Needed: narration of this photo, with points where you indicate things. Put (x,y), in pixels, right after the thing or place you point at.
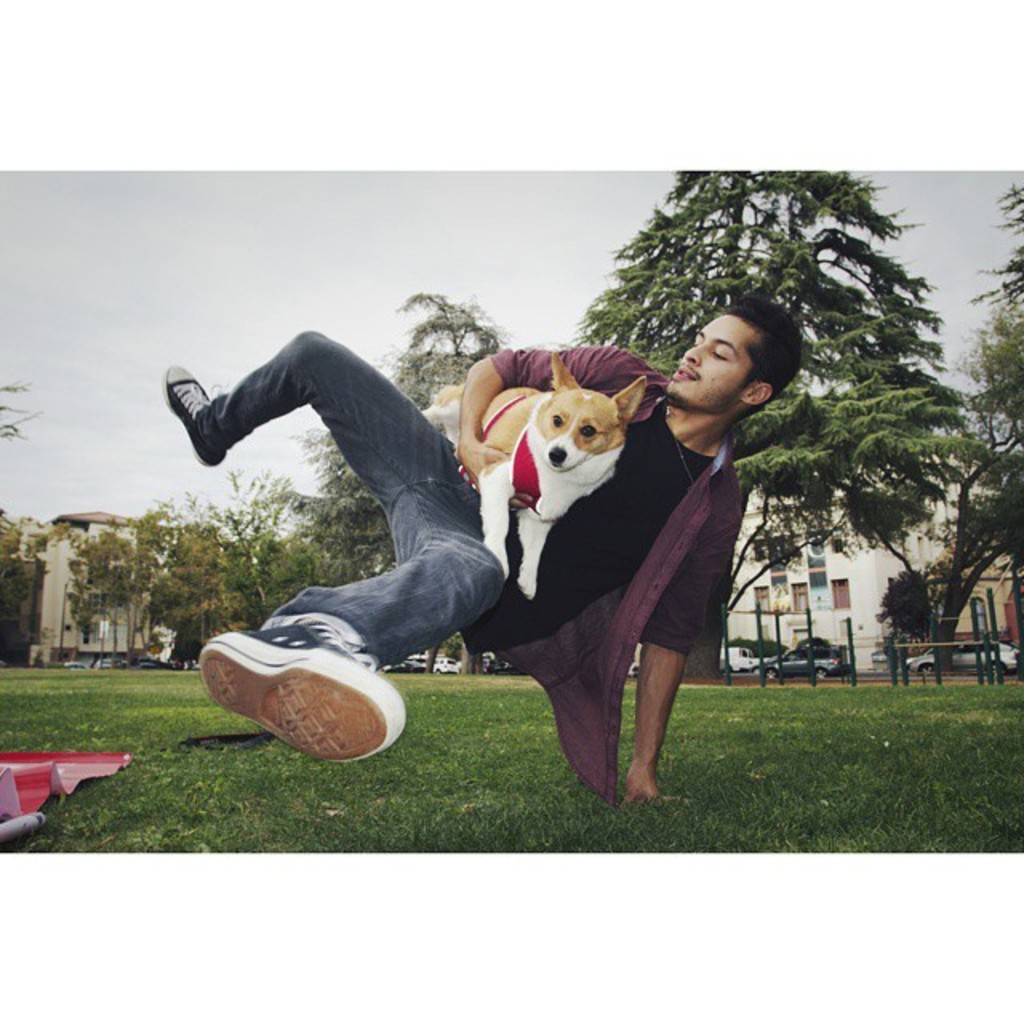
In this image I can see an open grass ground (547,771), a man (696,425) and I can see he is holding a dog (544,393). I can see he is wearing brown colour shirt (580,722), black t shirt (565,548), jeans (351,451) and shoes (252,718). I can also see an object (95,758) over here and in the background (887,644) I can see few buildings (783,631), few poles (778,613) and number of vehicles (438,669).
